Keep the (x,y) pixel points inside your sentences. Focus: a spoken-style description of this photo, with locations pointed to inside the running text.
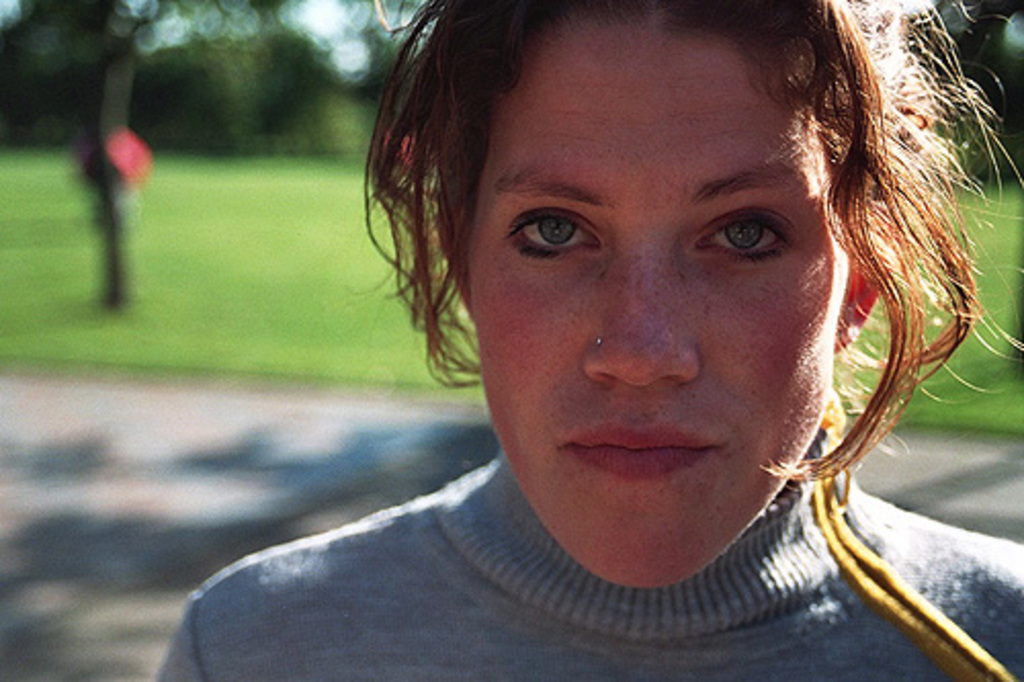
There is a lady (595,444) wearing a nose stud (599,339). In the background (156,311) it is blurred.
